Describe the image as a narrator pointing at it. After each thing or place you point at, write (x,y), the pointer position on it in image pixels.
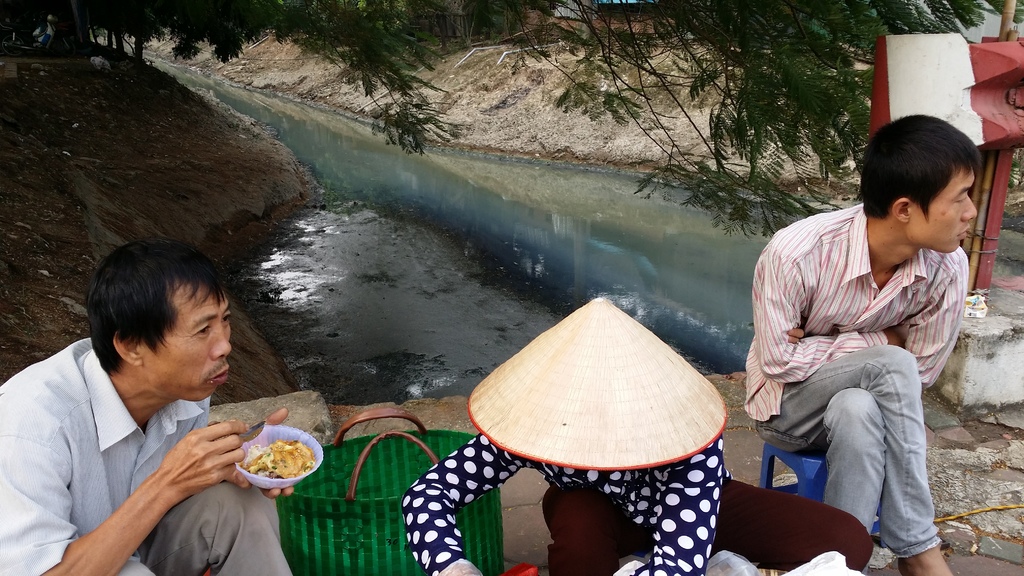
In the foreground of the image (700,522) there are three persons (448,456) sitting on chairs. There is a green color bag (388,458). In the center of the image (555,213) there is water (615,199). At the top of the image (202,25) there is a tree branch (678,35). To the right side of the image (969,275) there are poles (984,267).
